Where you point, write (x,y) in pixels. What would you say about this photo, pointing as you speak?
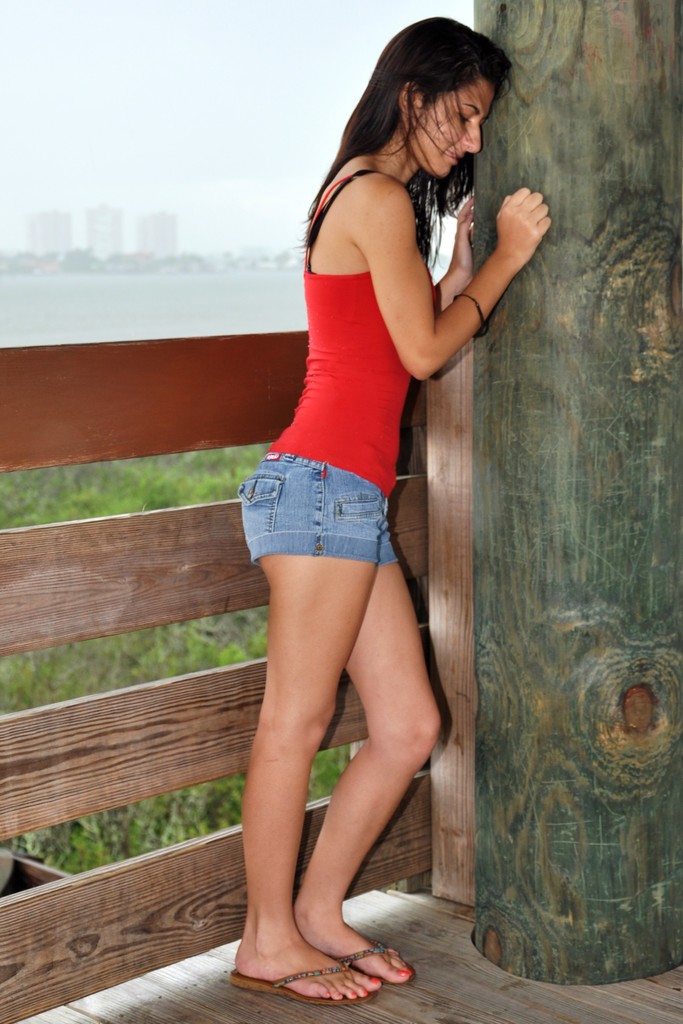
In this image we can see a woman (256,508) standing near a pillar (496,654). We can also see a wooden fence (81,806) and the floor (430,955). On the backside (102,665) we can see some grass (138,667), water (91,294), buildings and the sky (170,158).
